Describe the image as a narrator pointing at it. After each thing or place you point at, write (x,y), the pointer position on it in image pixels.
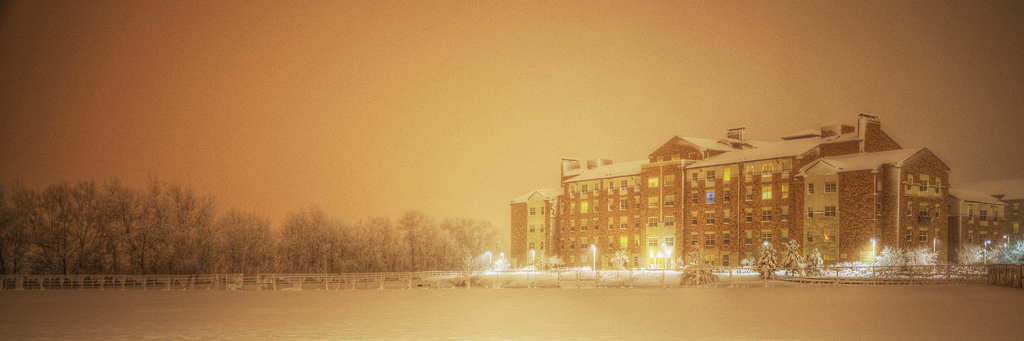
In the picture I can see buildings (762,220), trees (770,257), fence (491,280), pole lights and some other things (730,315). In the background (457,131) I can see the sky (458,153).
